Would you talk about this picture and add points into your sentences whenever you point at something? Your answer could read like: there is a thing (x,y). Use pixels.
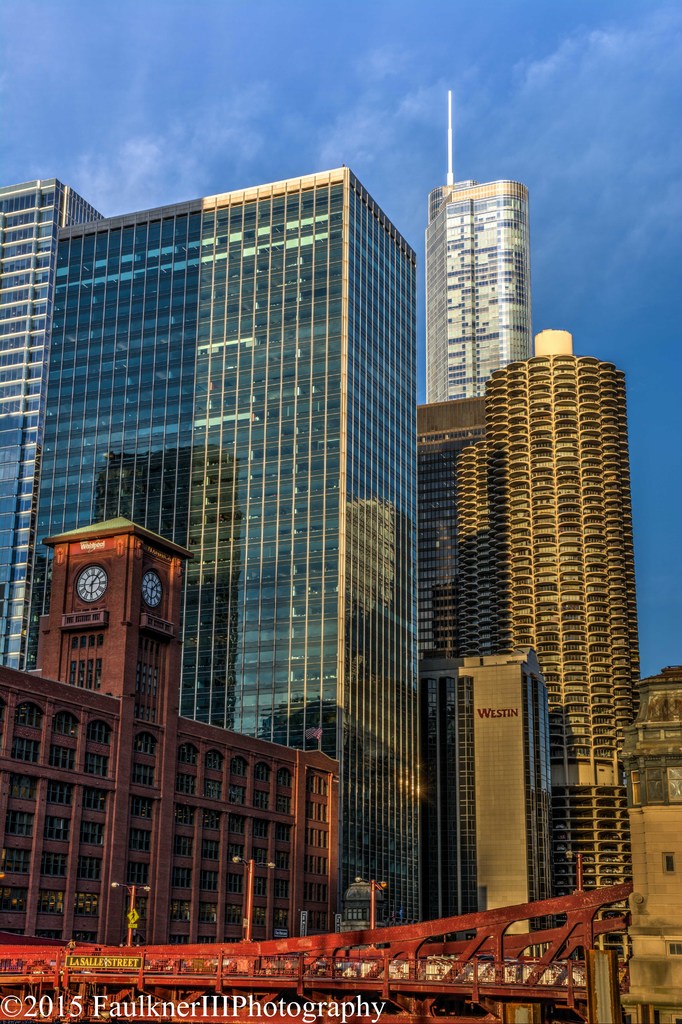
In this image there are many buildings (445,691) and also towers (529,483). At the top (352,104) there is sky (421,103) with some clouds (597,153) and at the bottom (472,997) there is a red color bridge (456,961). Logo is also visible.
